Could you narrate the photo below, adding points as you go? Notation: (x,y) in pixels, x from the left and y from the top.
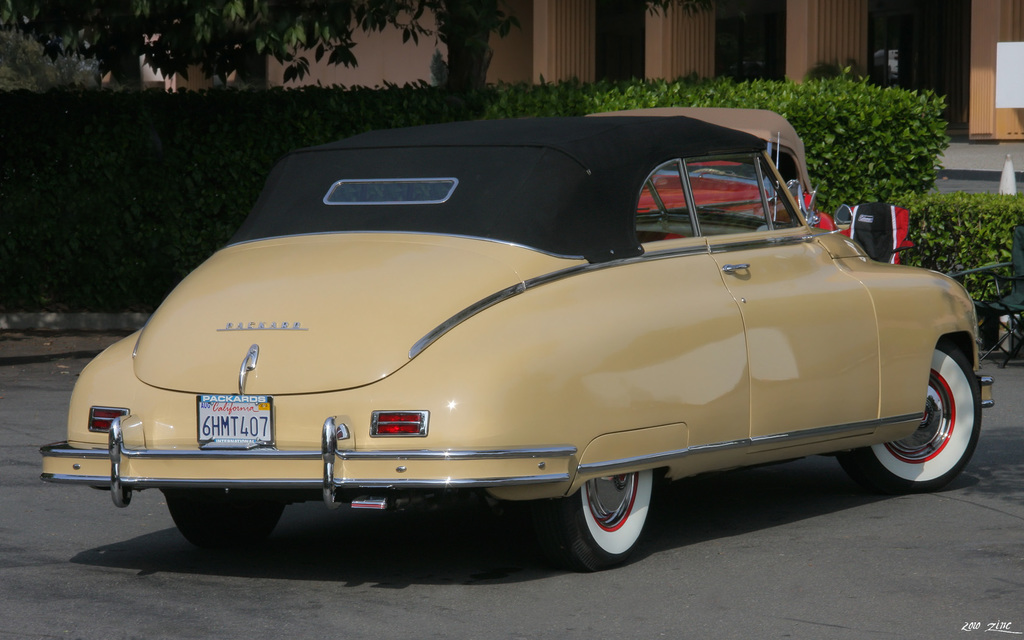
In this picture I can observe a car (371,392) on the road (820,467). This car (443,391) is in yellow color. In the background (284,123) there are plants (166,174), trees (214,34) and a building (650,60).
